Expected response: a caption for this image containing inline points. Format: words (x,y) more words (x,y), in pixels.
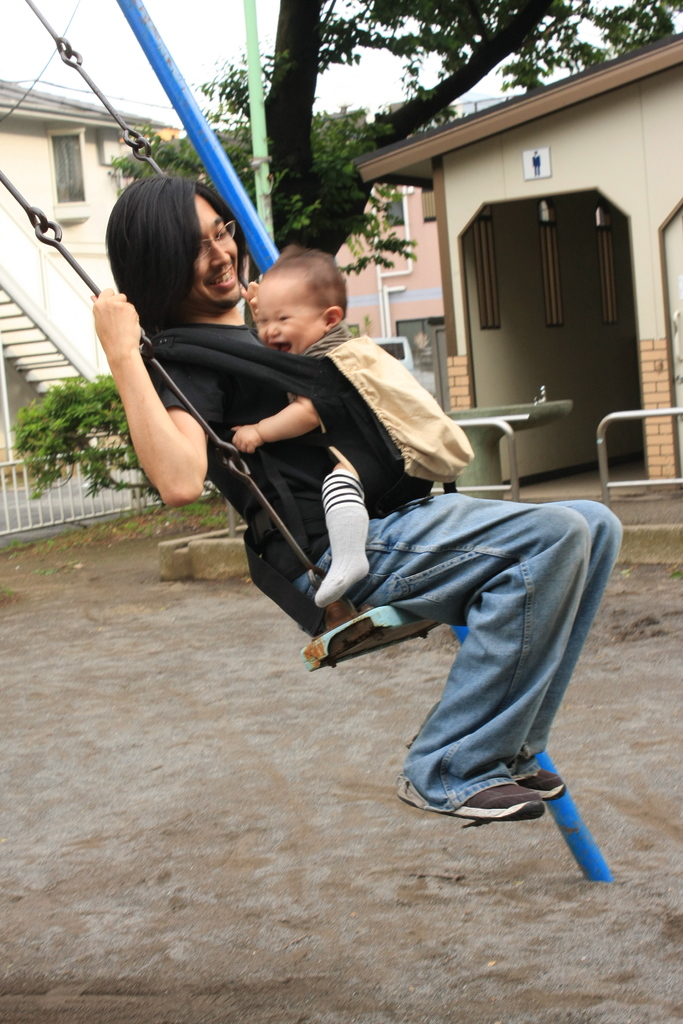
Here I can see a person (209,372) carrying a baby (358,516), smiling and swinging. In the background (275,220), I can see the houses (98,159) and a tree (278,116). At the bottom (184,930), I can see the ground (102,871). On the left side (59,498) there is a railing (40,522), few plants (86,428) and stairs (51,344). At the top of the image (192,32) I can see the sky (203,27).
